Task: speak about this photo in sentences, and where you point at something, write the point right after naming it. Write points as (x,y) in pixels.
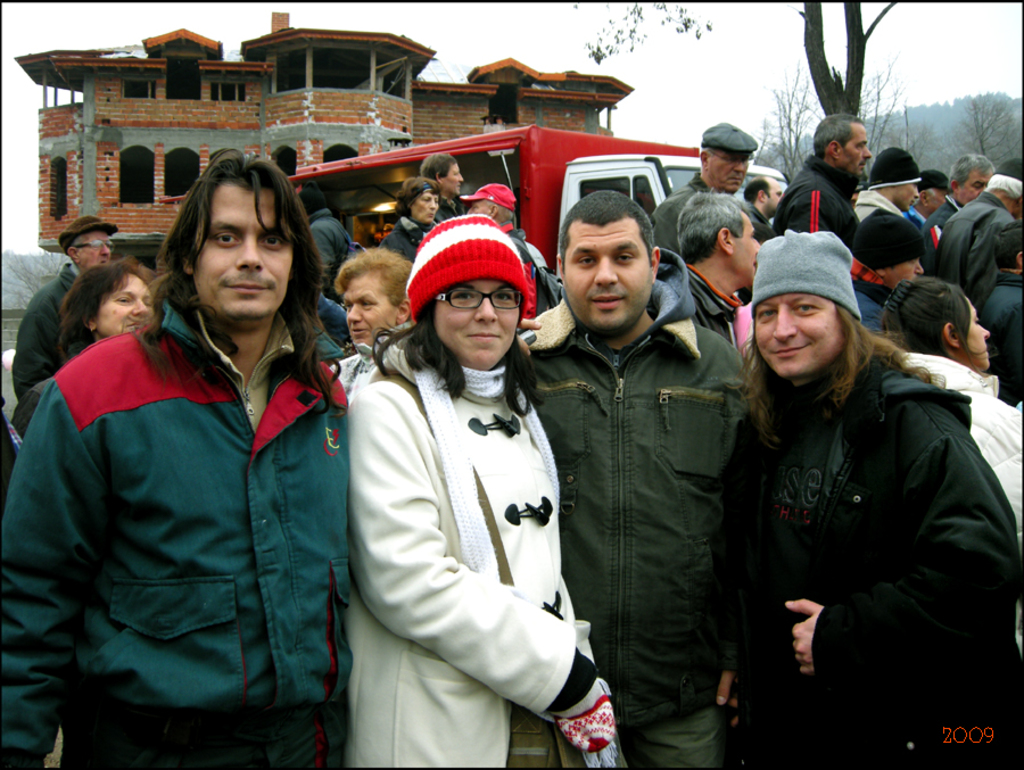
In this image we can see there are a few people (447,366) standing and smiling, back of them there is a food truck (569,187). In the background (243,87) there is a house (352,118), trees (967,117) and sky (546,28).
